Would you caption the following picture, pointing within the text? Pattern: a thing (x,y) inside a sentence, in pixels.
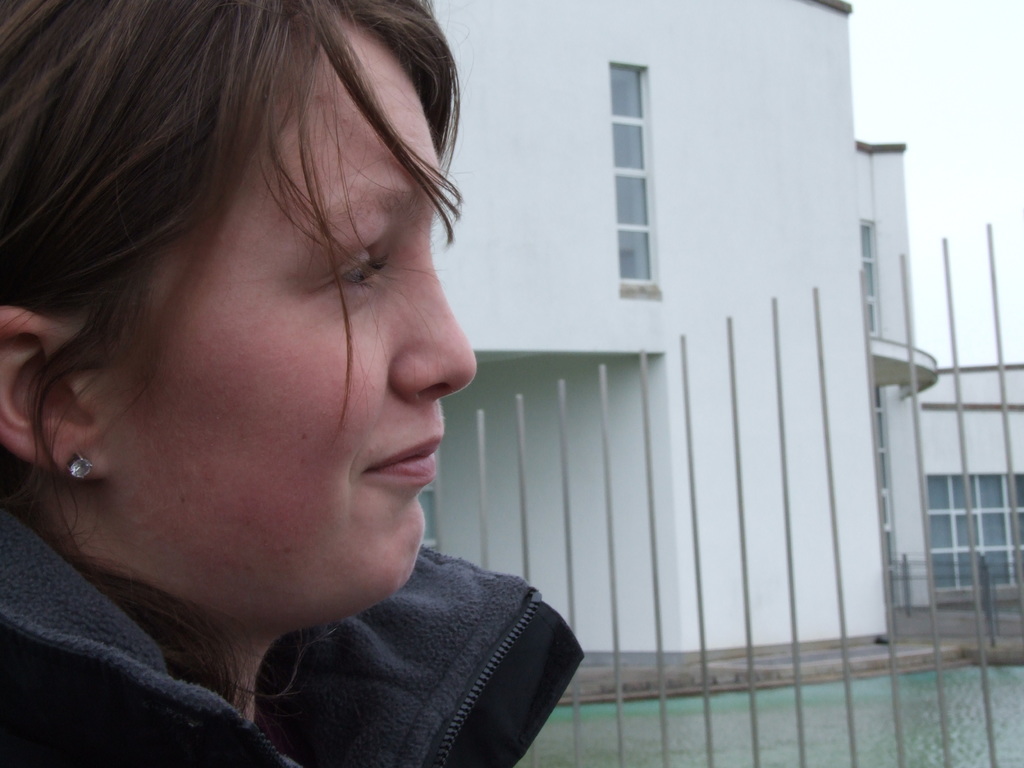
In this picture there is a woman (119,260) who is wearing black jacket (433,727) and earring (88,472). She is smiling and standing near to the fencing (930,561). At the bottom (652,744) there is a water (1011,741). In the back (573,290) I can see the building (788,415). In the top right corner (945,52) there is a sky (945,65).
